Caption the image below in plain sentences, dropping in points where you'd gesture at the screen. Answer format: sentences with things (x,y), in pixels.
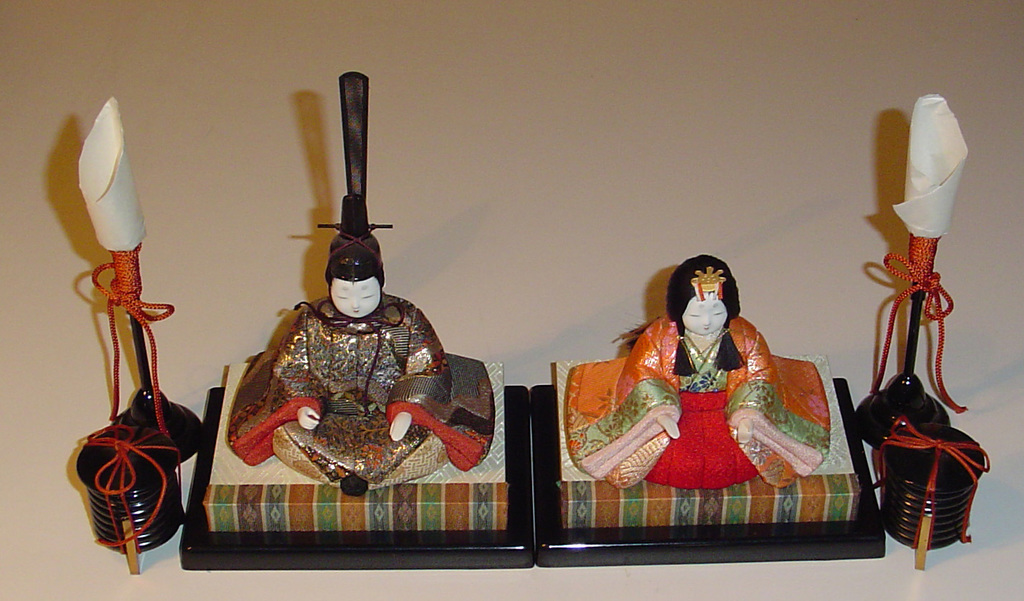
In this image we can see toy humans (435,457) sitting on the platforms (462,489) and on the left (136,515) and right side there are objects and threads (153,369) tied to the stands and all these are on the another platform (195,579).
